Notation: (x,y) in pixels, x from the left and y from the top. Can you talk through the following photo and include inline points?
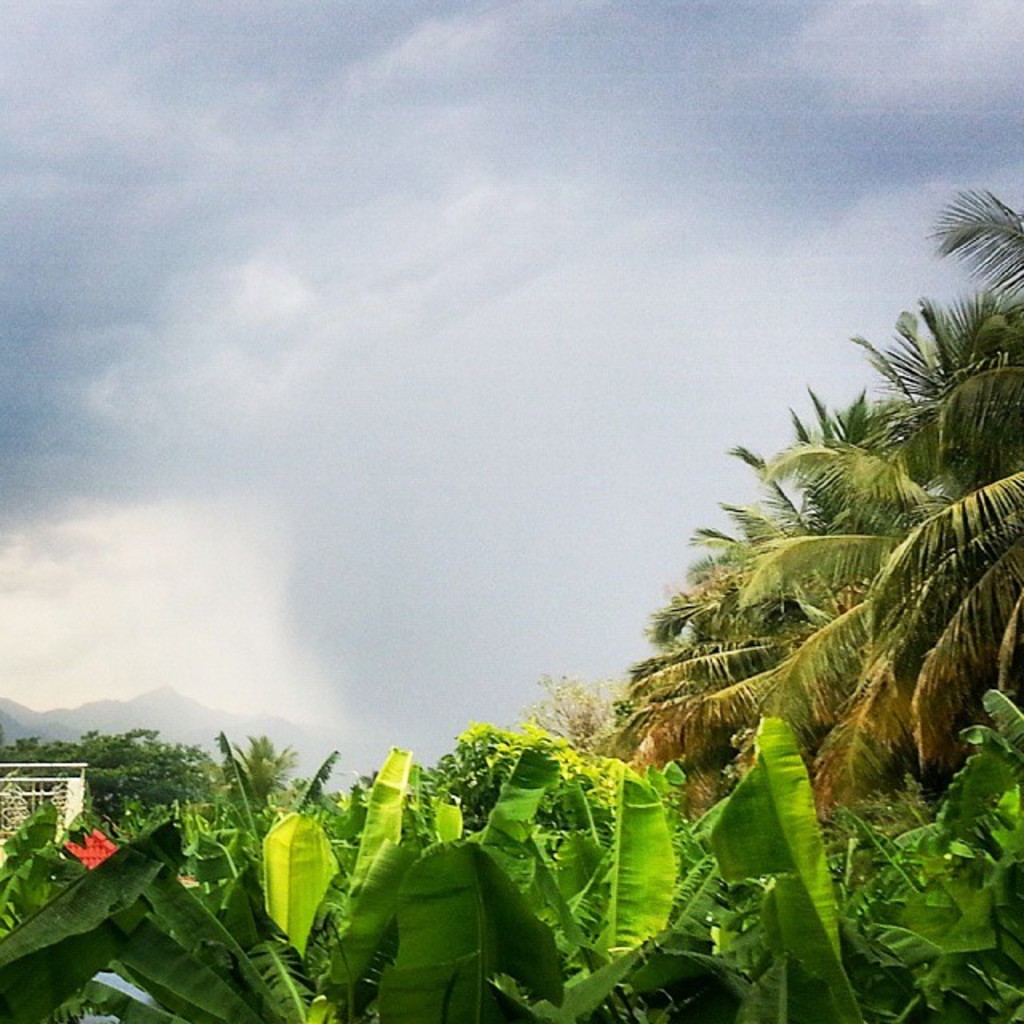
In this image I can see trees (64,886) at the bottom (142,856), at the top (350,300) I can see the sky (320,423).
